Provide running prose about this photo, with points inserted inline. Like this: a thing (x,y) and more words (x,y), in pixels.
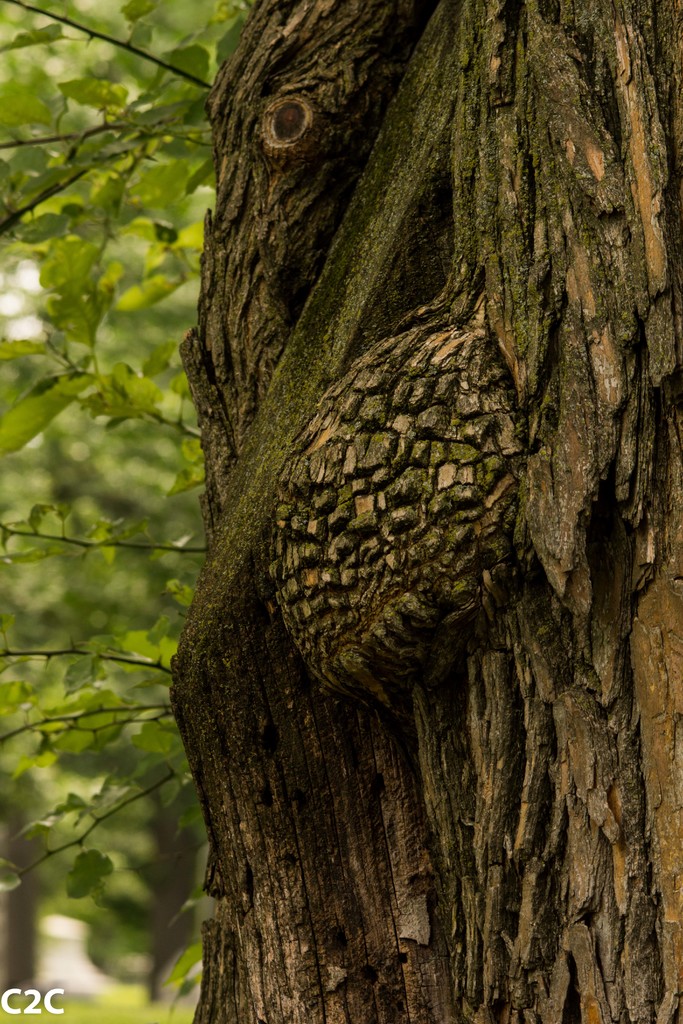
We can see there is a bark (384,648) of a tree (392,638) on the right side of this image (469,496) and there are some leaves (81,733) on the left side of this image (105,721).
